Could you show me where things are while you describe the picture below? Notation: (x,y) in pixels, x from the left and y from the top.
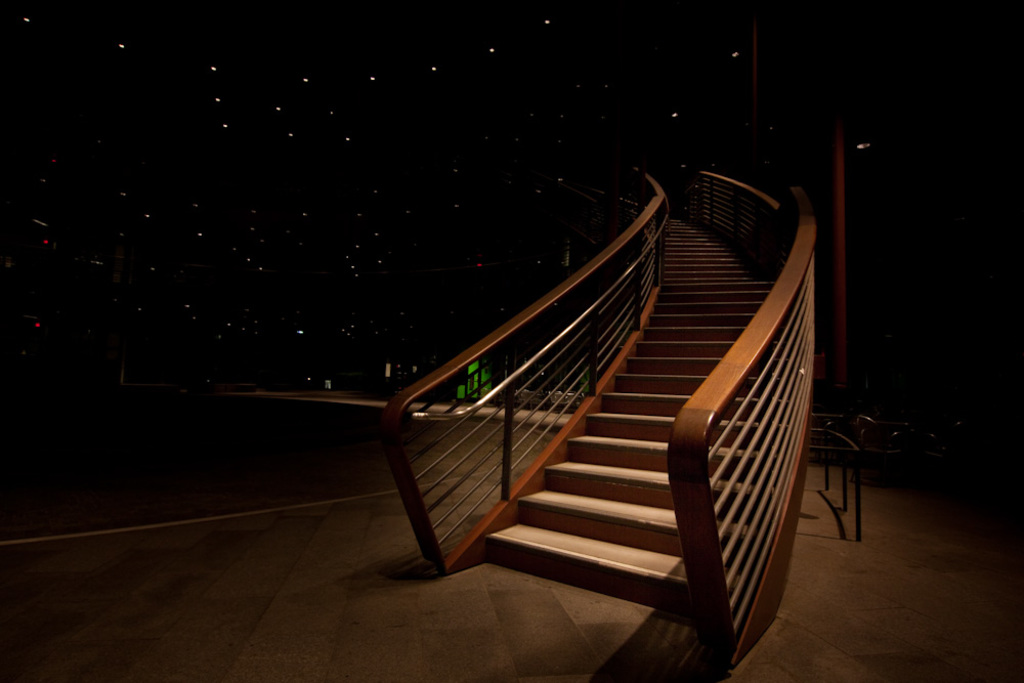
In this image I can see stairs (733,292) and the background (325,196) is in black color, I can also see few lights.
